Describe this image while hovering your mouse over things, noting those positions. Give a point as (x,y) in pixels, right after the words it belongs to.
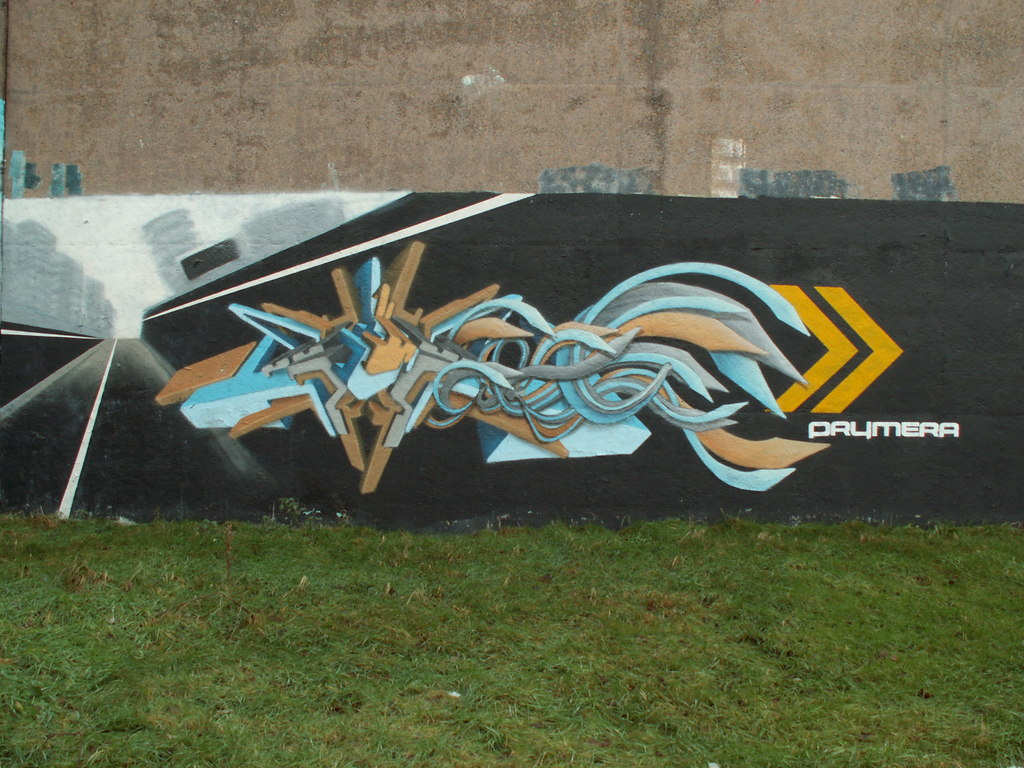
In this picture I can observe a wall (411,88). There is a painting (435,414) on the wall (273,379). The painting (389,437) is in blue, black, yellow and brown colors. On the right side (886,429) I can observe text (944,427) on the wall (865,425). In front of the wall (608,485) there is some grass (263,678) on the ground (402,661).
